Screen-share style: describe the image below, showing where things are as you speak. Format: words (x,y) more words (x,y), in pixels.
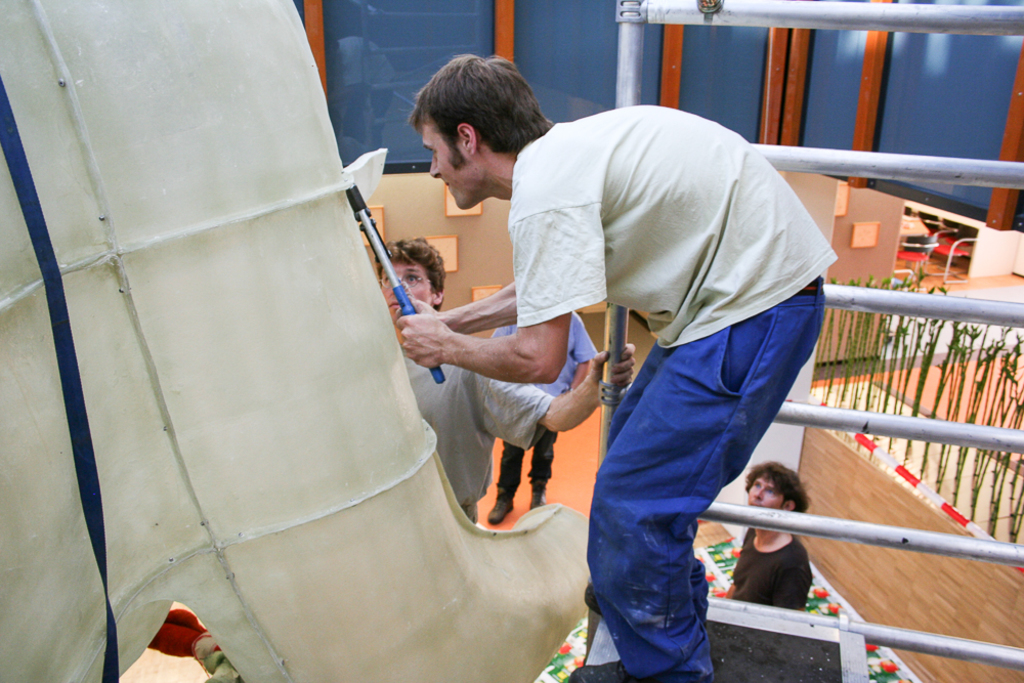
In this image a man (694,445) is holding an object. Here we can see big pipe (312,432). Background (571,645) there are few people (761,583), floor (863,570), some objects (912,469), wall (504,258), rods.
